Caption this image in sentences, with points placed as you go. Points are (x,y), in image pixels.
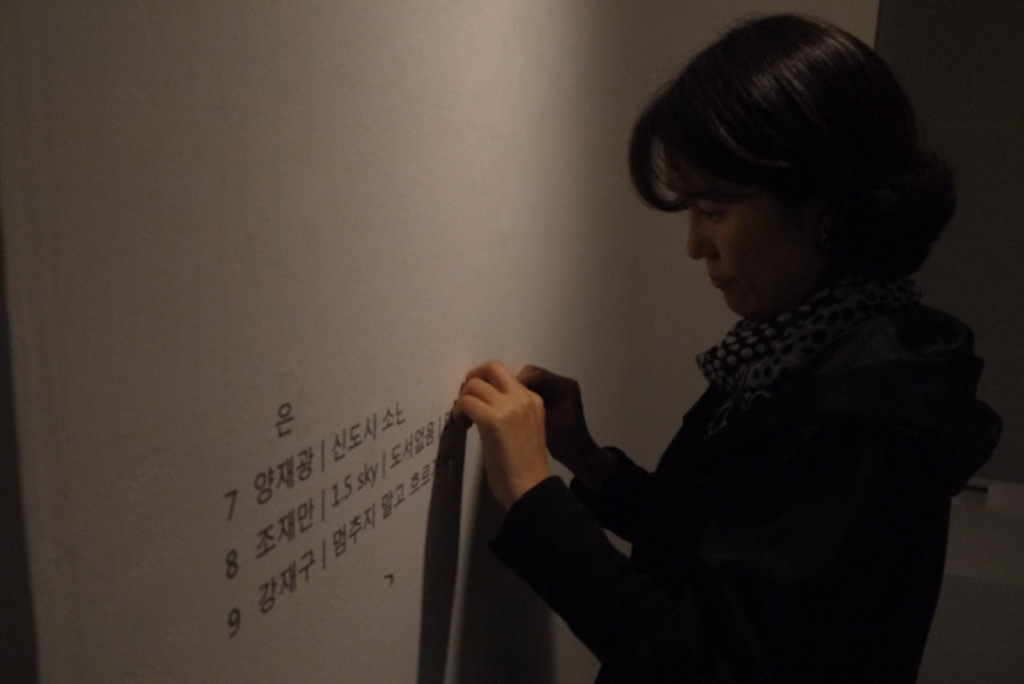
In this image there is a woman (728,384) on the right side (769,503) who is pasting the stickers (383,470) on the wall (425,470) which is in front of her.
